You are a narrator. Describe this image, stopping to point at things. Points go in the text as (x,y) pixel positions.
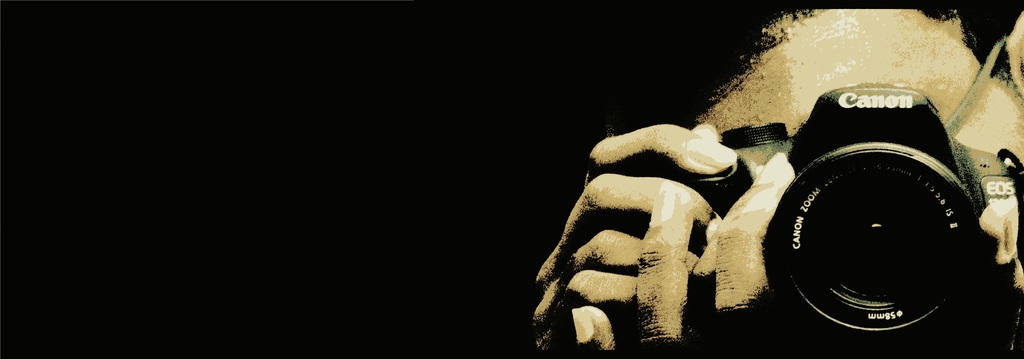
It is an edited image. In this image we can see some person (778,89) holding the canon camera (855,198) and the background (209,275) is in black color.
